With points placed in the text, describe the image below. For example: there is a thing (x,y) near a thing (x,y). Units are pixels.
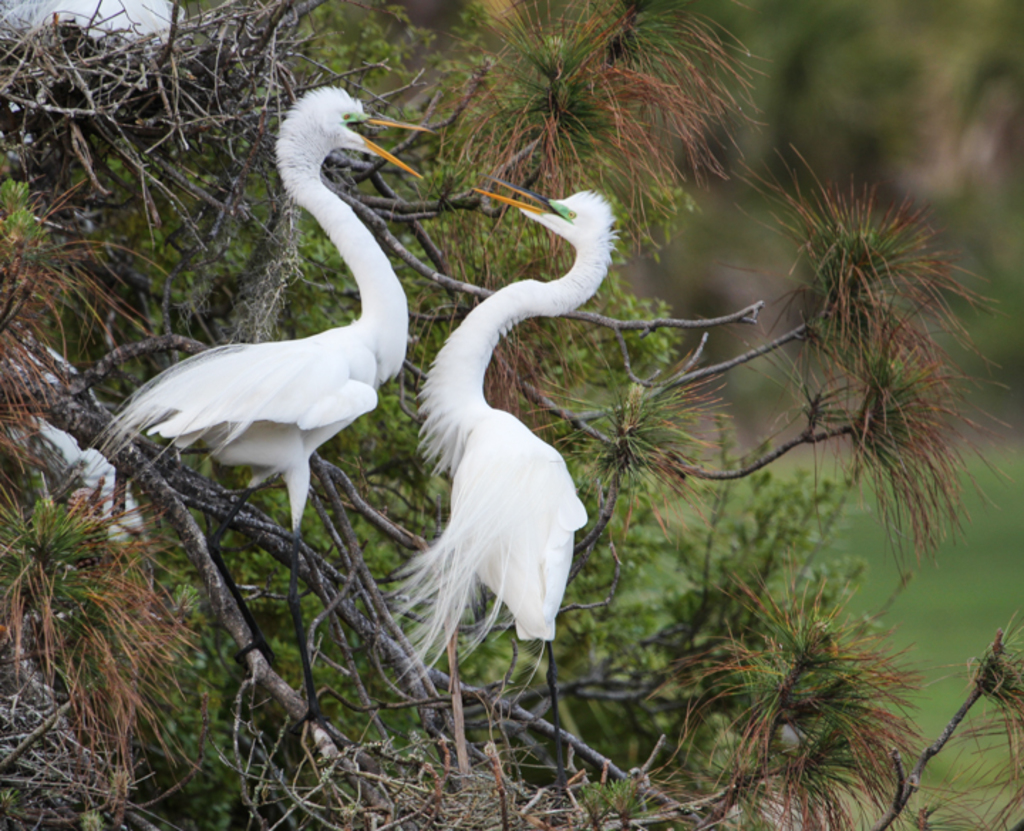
In this image we can see a few birds (431,433) on the tree (307,534) and the background (399,416) it is blurred.
